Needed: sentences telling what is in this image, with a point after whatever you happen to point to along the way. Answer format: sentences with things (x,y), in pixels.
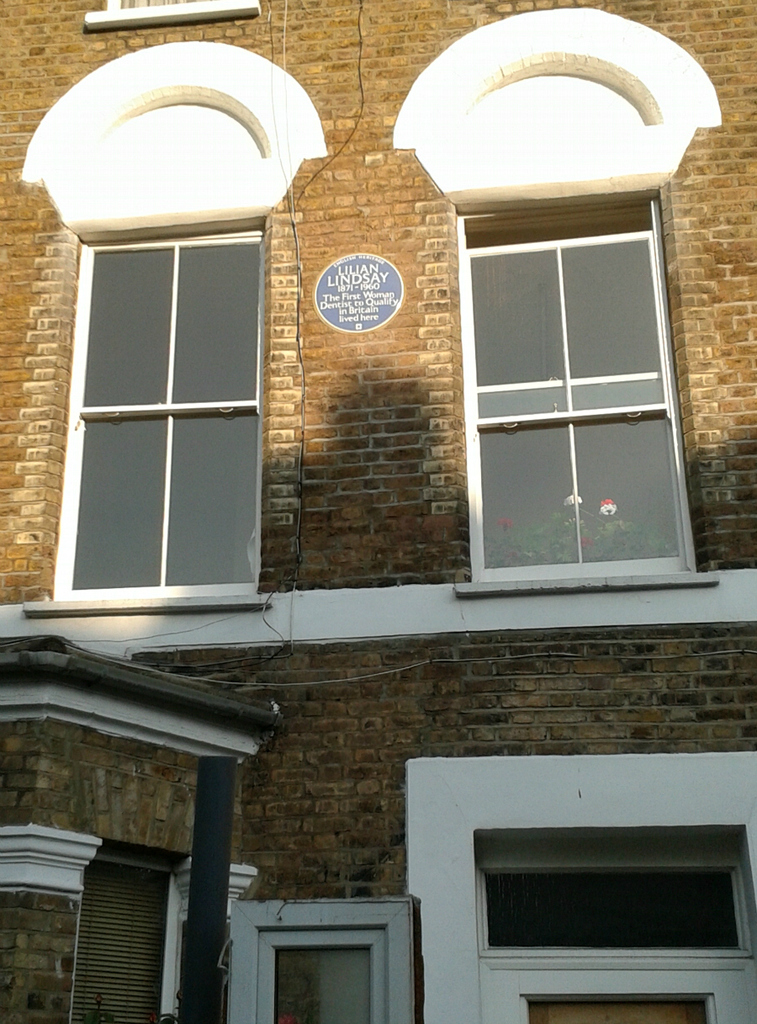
In the image we can see a building (297,161), on the building (407,178) there are some windows (304,1003).
